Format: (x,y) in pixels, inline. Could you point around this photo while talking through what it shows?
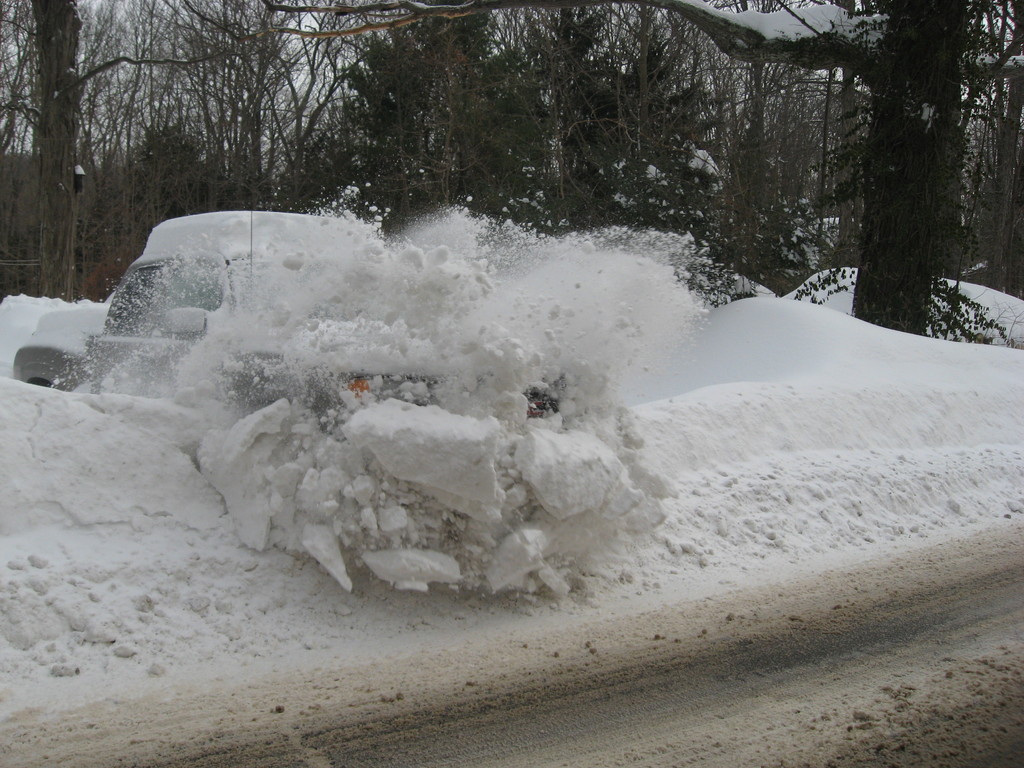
In the image there is snow (243,408). And also there is a vehicle (177,295) covered with snow (419,345). In the background (706,119) there are trees (848,66) covered with snow (820,25).
